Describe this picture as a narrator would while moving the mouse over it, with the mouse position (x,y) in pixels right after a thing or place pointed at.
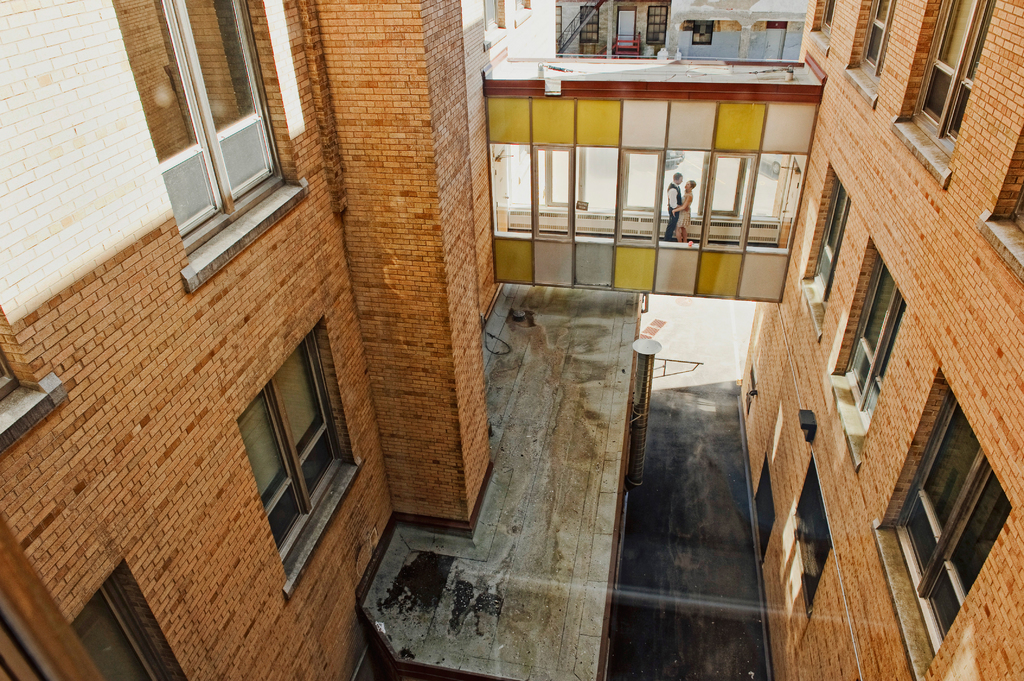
In this image I can see a building (472,446) which is brown in color, few windows (178,145) of the building (168,279), a bridge (707,146) and few persons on the bridge (678,250). In the background (650,48) I can see another building (635,27).
